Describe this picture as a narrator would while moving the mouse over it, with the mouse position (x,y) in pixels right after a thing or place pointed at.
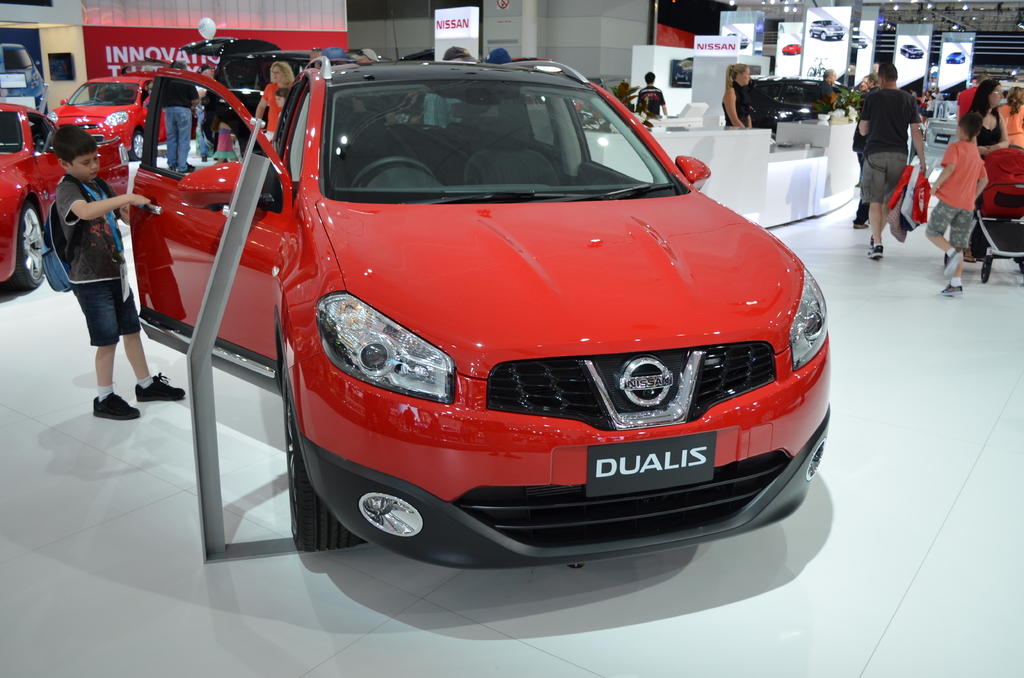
In the middle (614,371) there is a car (553,340) in red color, on the left side (139,195) a boy (108,387) is pulling the door (154,276) of it. On the right side (1007,127) there is a beautiful girl (1002,146) standing, she wore black color top (997,137) and few persons (940,220) are walking.
